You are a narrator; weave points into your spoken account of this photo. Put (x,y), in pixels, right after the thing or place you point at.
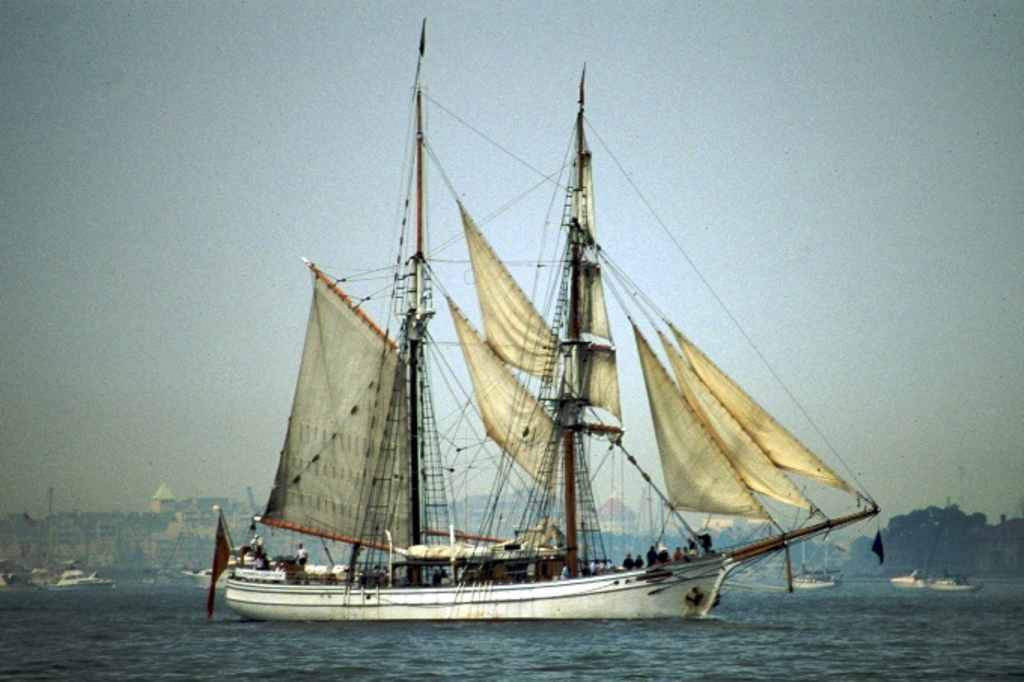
In this image we can see a sailboat (606,357) and a few more boats (952,586) floating on the water (83,619). In the background (53,520), we can see buildings (32,551), trees (971,533) and the pale blue color sky (603,225).
